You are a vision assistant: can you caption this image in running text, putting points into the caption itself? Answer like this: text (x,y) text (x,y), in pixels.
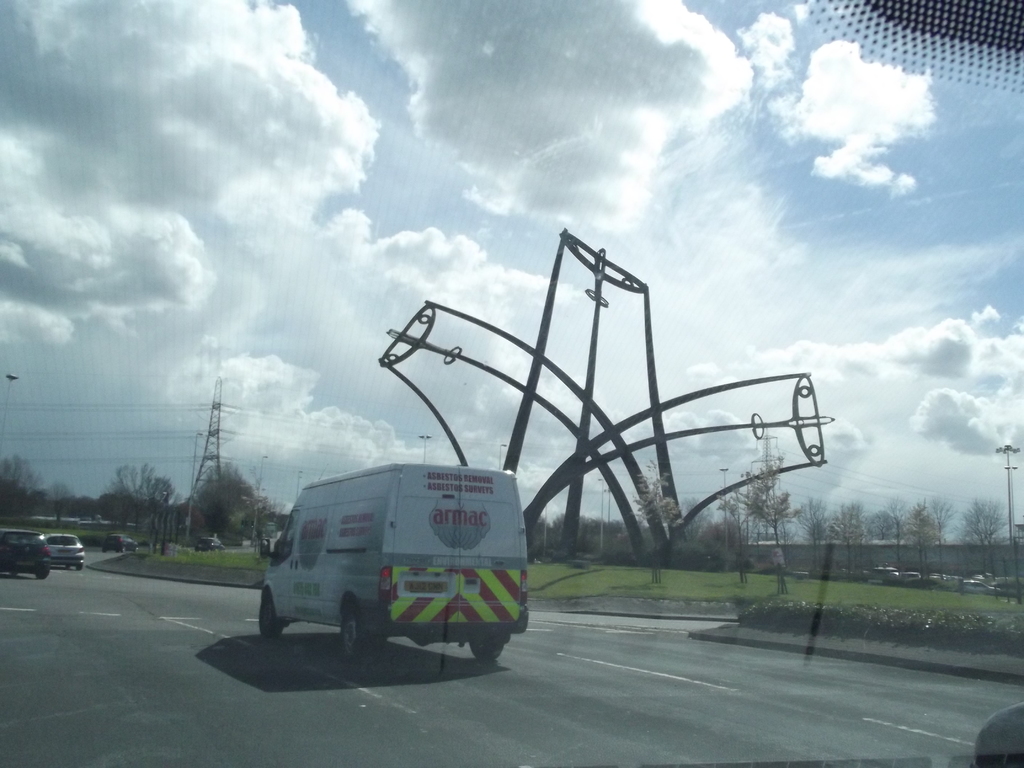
In this image I can see a vehicle (359,529) which is white, red and silver in color on the road (309,625) and I can see few other vehicles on the road (59,592). In the background (231,359) I can see a tower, few trees (209,518), some grass (811,588), few other vehicles (962,580), the wall (795,554) and the sky (373,266).
